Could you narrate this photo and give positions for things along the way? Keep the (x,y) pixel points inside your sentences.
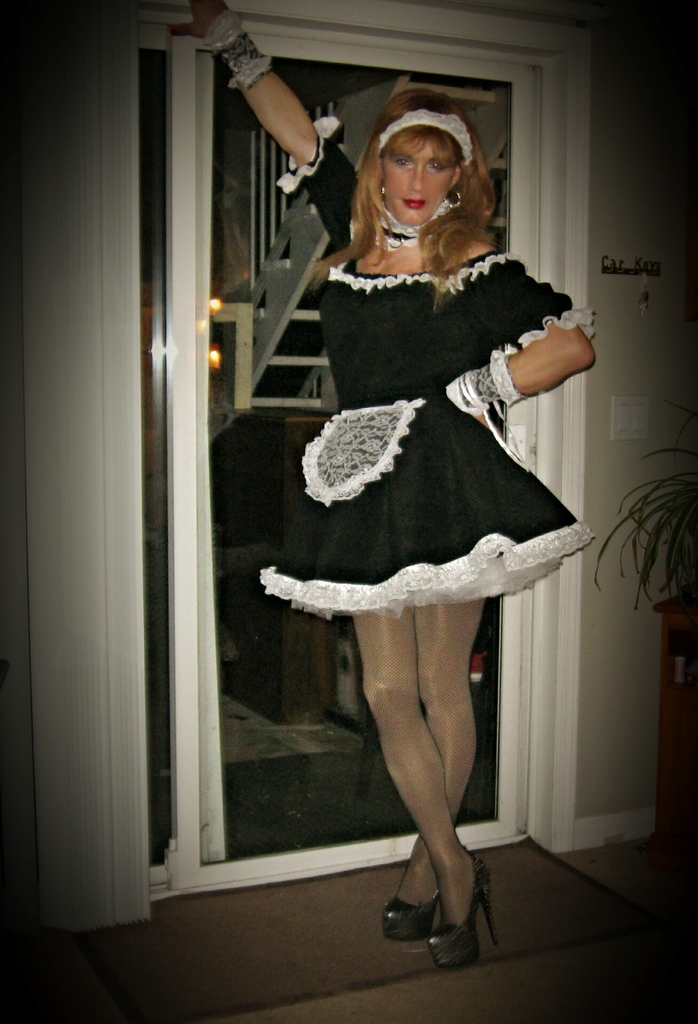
In the center of the image (373,360) there is a girl (424,565) standing at a door (207,383). In the background (646,496) we can see plant (650,549), switch board (634,416), wall (651,247) and door (525,34).
